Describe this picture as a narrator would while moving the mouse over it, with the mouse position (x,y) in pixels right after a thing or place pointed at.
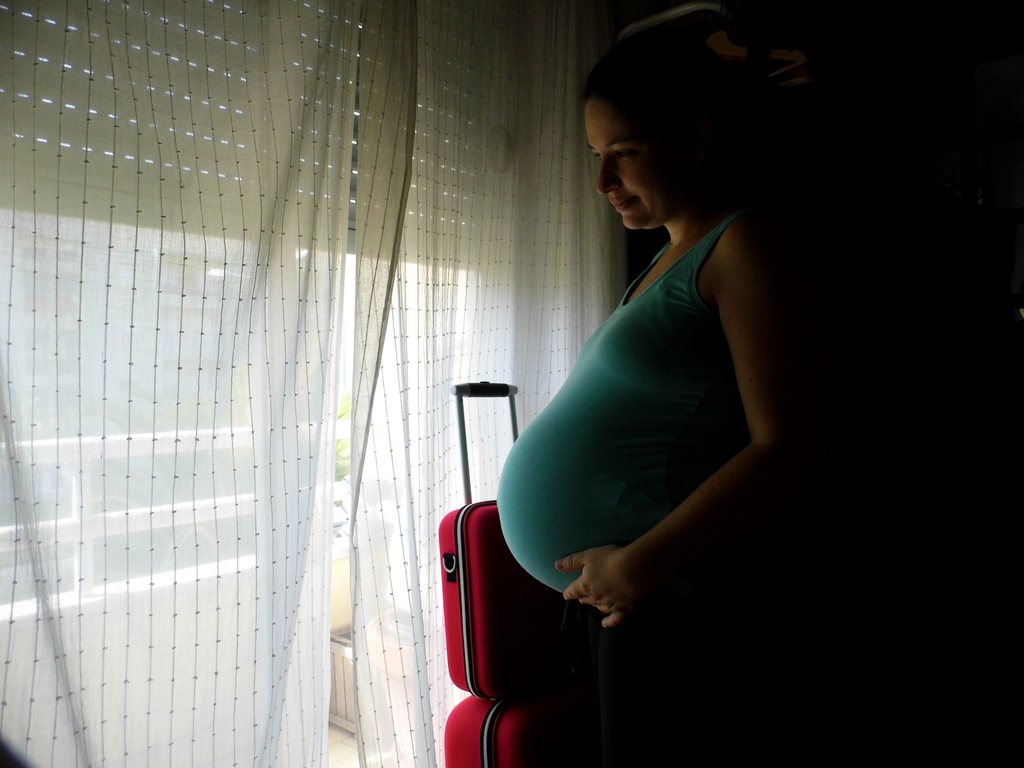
There is a pregnant lady (665,501) standing in front of a white curtain (263,408) and there are red luggage bags (510,648) beside her.
